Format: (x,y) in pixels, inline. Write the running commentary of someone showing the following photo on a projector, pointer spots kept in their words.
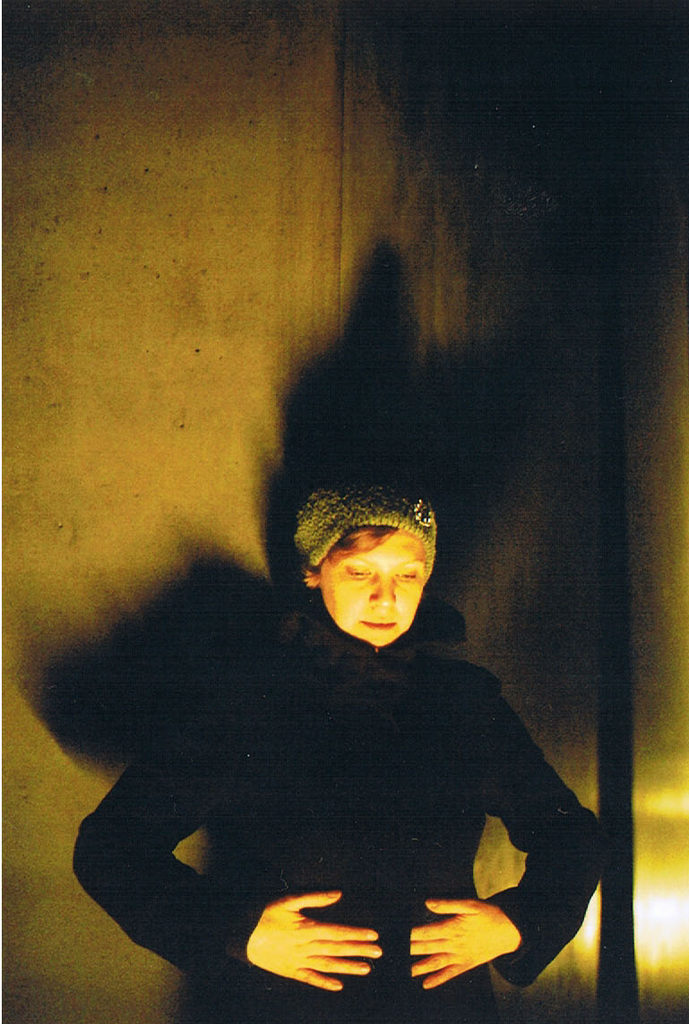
This picture shows a woman (277,823) with a cap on her head (328,591) and she wore a black coat (289,1011). We see wall (308,312) on the back (367,320).
